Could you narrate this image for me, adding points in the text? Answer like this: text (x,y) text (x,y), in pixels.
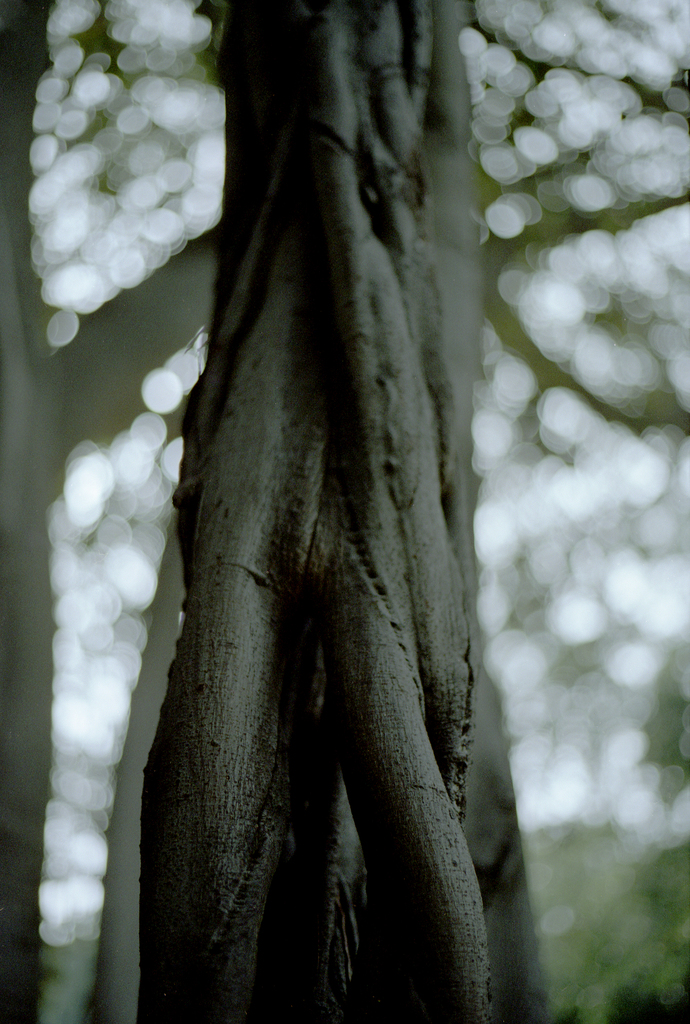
In the image we can see some trees (384,182). Background of the image (572,18) is blur.
